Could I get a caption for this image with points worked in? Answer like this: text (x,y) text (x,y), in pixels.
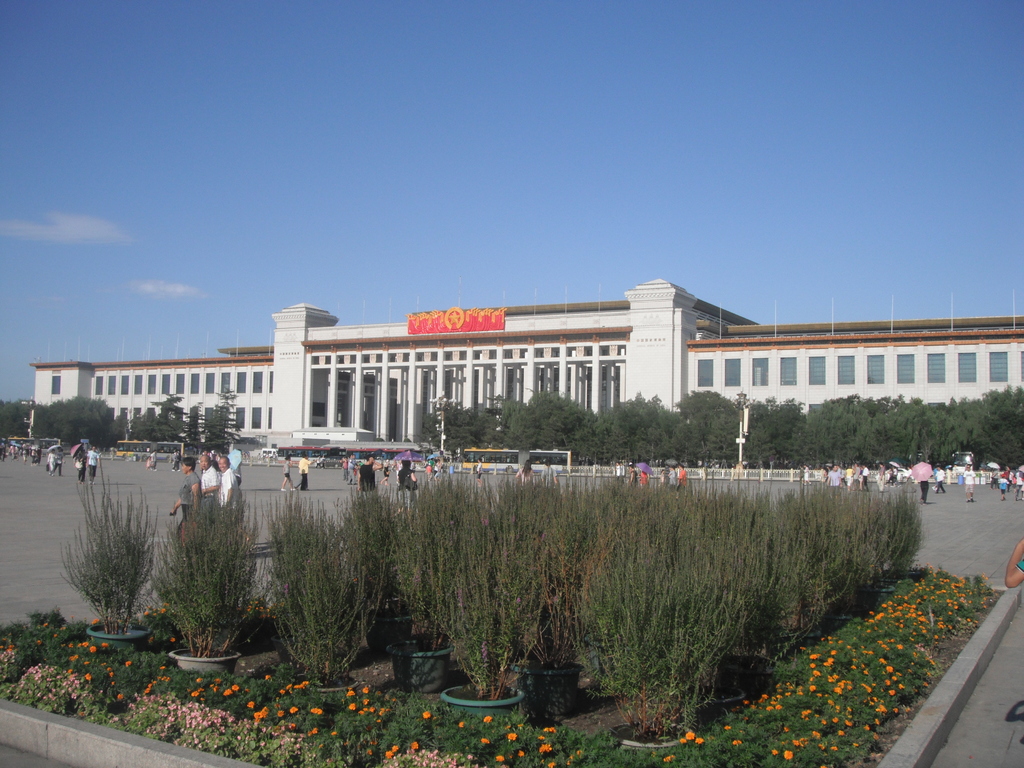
In this image I can see a building (842,383) in the center of the image (384,399) and some people (237,486) on the road (464,472) in front of the building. At the bottom of the image (584,533) I can see decorated area (473,620) with potted plants (404,632) and other plants (950,591). At the top of the image (447,157) I can see the sky (503,180).
